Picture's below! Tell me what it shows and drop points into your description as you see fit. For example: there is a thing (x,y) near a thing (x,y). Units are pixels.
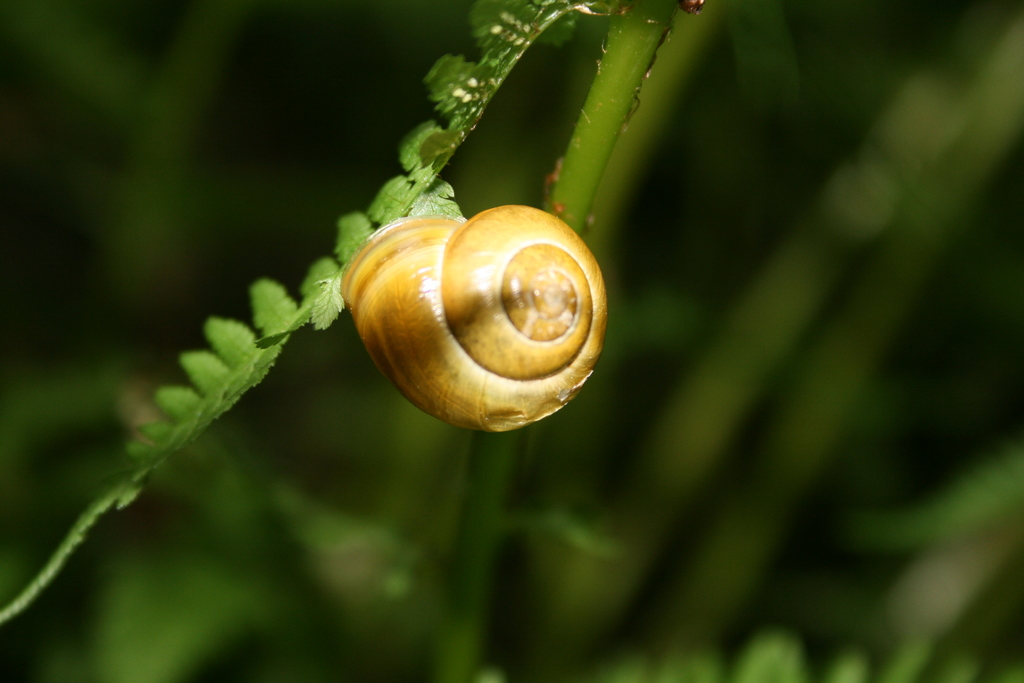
In this picture I can observe a shell (457,261) which is in brown color. There are some leaves (224,346) of a plant (509,39). The background (279,574) is in green color which is completely blurred.
